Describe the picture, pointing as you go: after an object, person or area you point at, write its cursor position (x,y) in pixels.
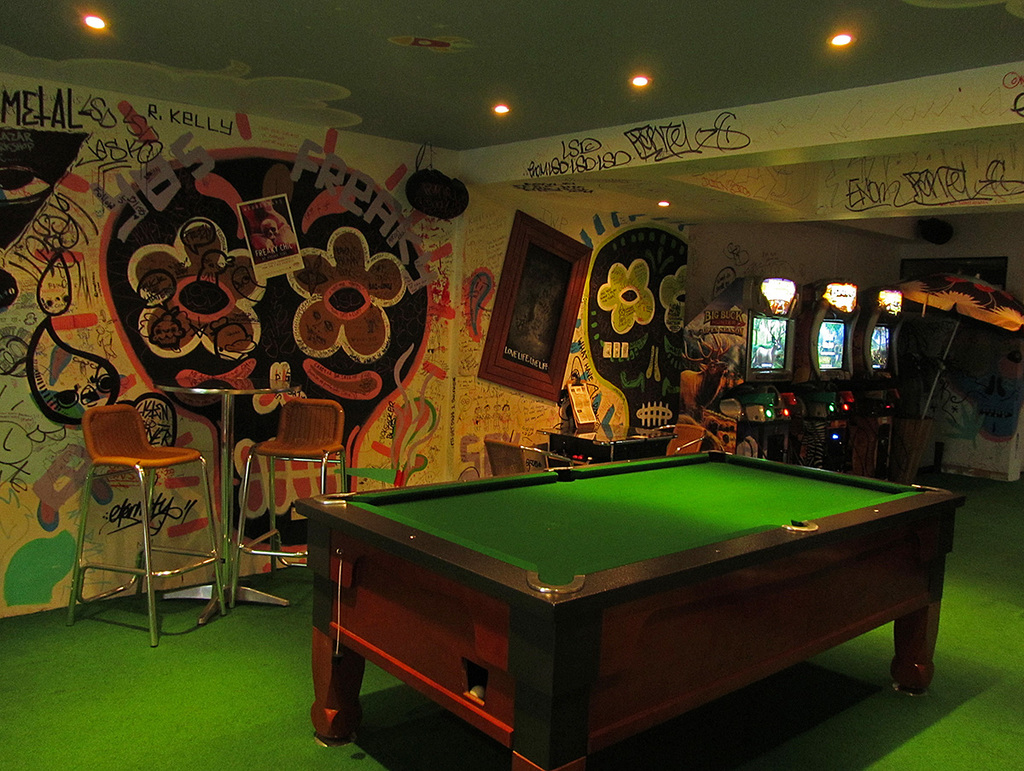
Here we can see a table (549,524) on the floor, and here is the wall (333,355) and paintings (378,220) on it and photo frames (578,294), and here is the roof (587,7), and here are the lights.
